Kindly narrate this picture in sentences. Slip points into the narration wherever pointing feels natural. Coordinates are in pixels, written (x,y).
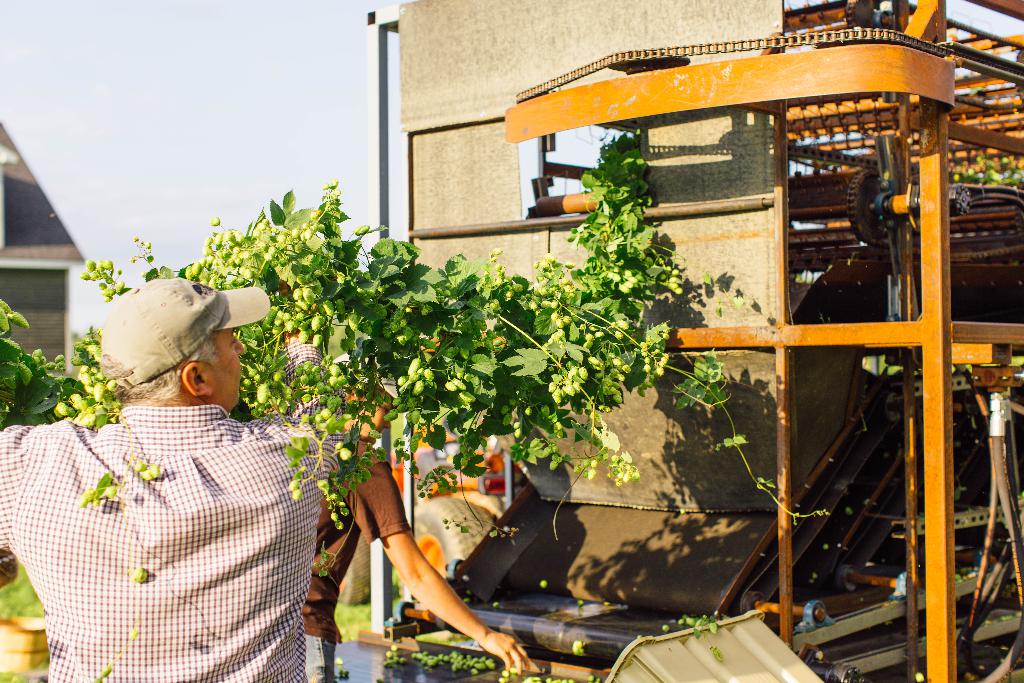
On the right side (801,110) there is a machine (780,248). Near to that two persons (369,504) are standing. Person (144,499) on the left side (194,473) is wearing a cap (187,335) and holding a creeper (328,336). In the background (246,123) there is sky (246,123).
